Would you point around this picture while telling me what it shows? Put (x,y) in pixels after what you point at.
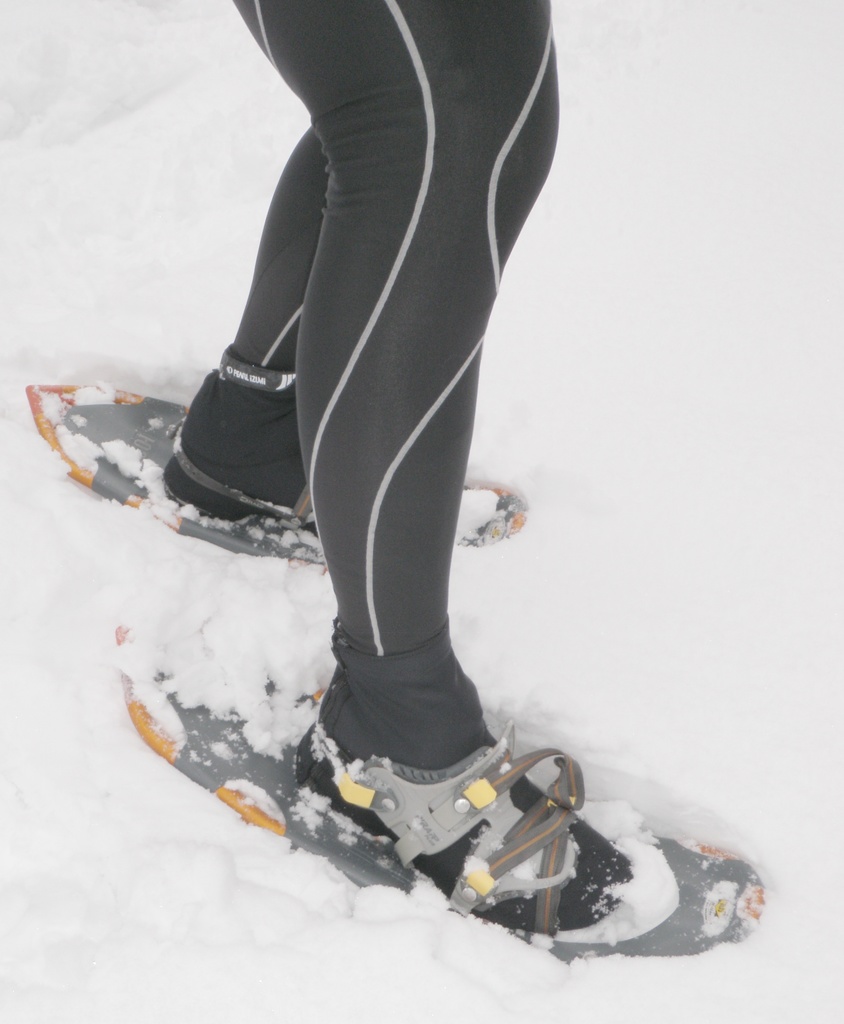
In this image there is a person (310,360) wearing snowshoes (103,475) and standing on a snow land (641,147).
